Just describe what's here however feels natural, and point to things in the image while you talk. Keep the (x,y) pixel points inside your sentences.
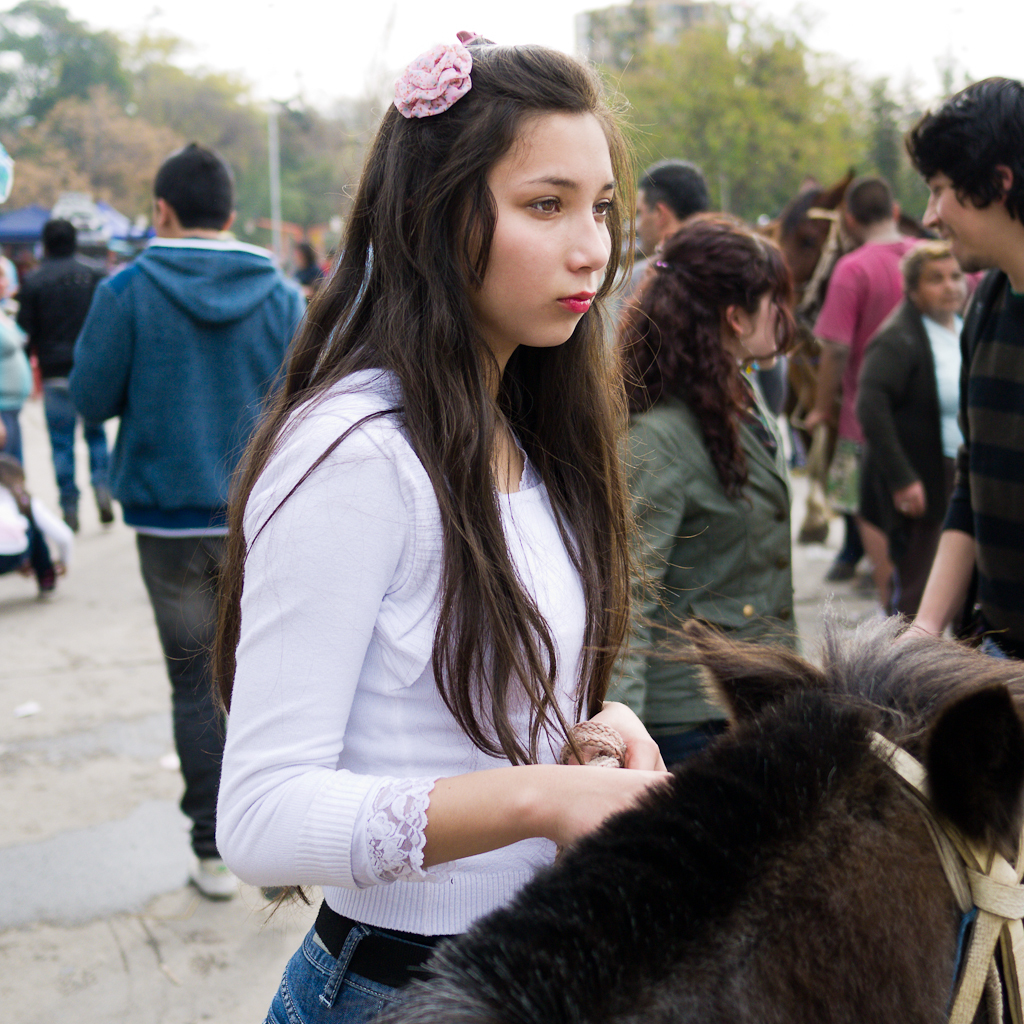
In this image I can see a woman (406,597) standing and wearing white t-shirt (366,734). Beside her there is an animal (709,949). On the right side of this image (996,446) there is a man (993,401) wearing black t-shirt (1001,400) and smiling. And he looking at the lady (737,488) who is standing in front of him. In the background (164,294) I can see some people (102,337) walking on the road (127,527). And at the back of these people (62,286) I can see some trees (136,145).
